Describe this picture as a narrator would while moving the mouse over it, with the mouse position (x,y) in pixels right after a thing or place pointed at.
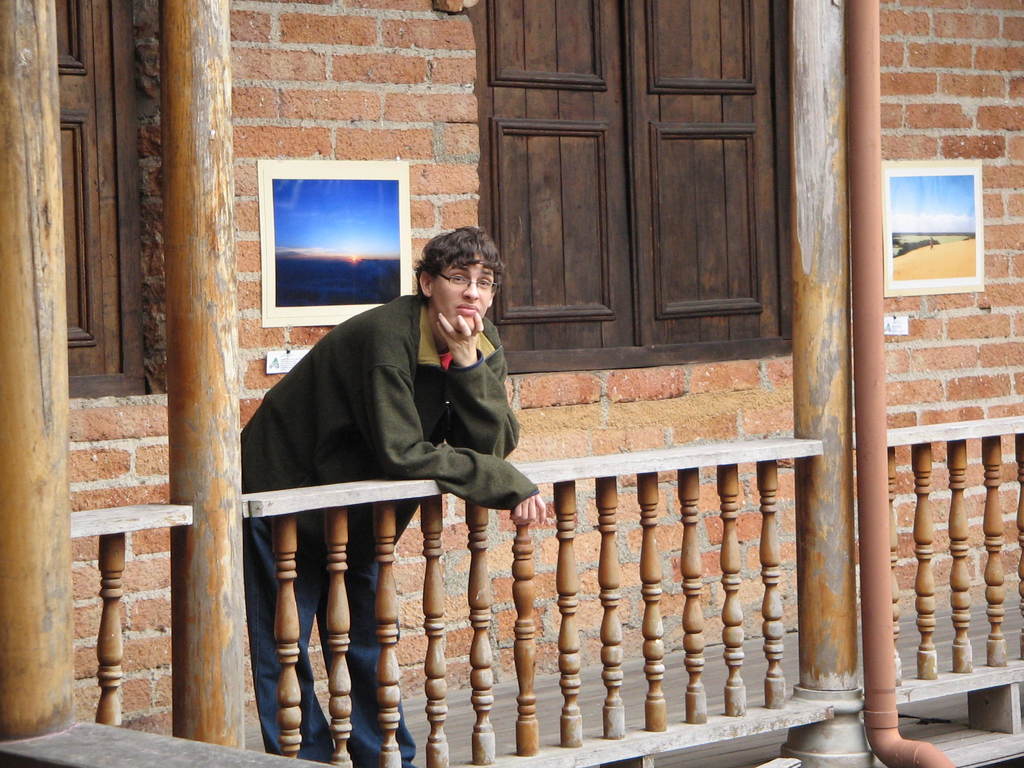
In the foreground (389,687) I can see a person (306,363) is standing on the fence (994,536). In the background (110,286) I can see a wall (150,295), windows (630,222), wall paintings (381,210) and pillars (827,355). This image is taken during a day.
